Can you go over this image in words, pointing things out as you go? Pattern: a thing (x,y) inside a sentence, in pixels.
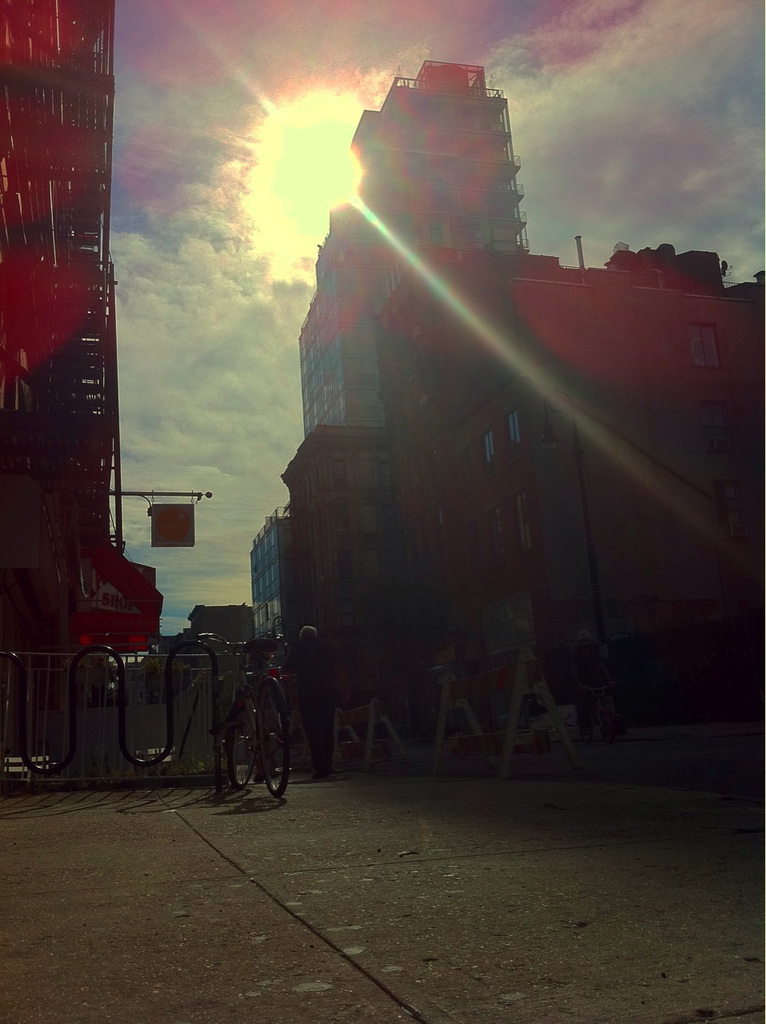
In this image we can see a cycle (259,702) placed in a rack (39,771), some boards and two people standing on the ground (359,907). On the backside (359,639) we can see some buildings (328,633), a signboard (177,511), the sun (309,134) and the sky (260,281) which looks cloudy.
